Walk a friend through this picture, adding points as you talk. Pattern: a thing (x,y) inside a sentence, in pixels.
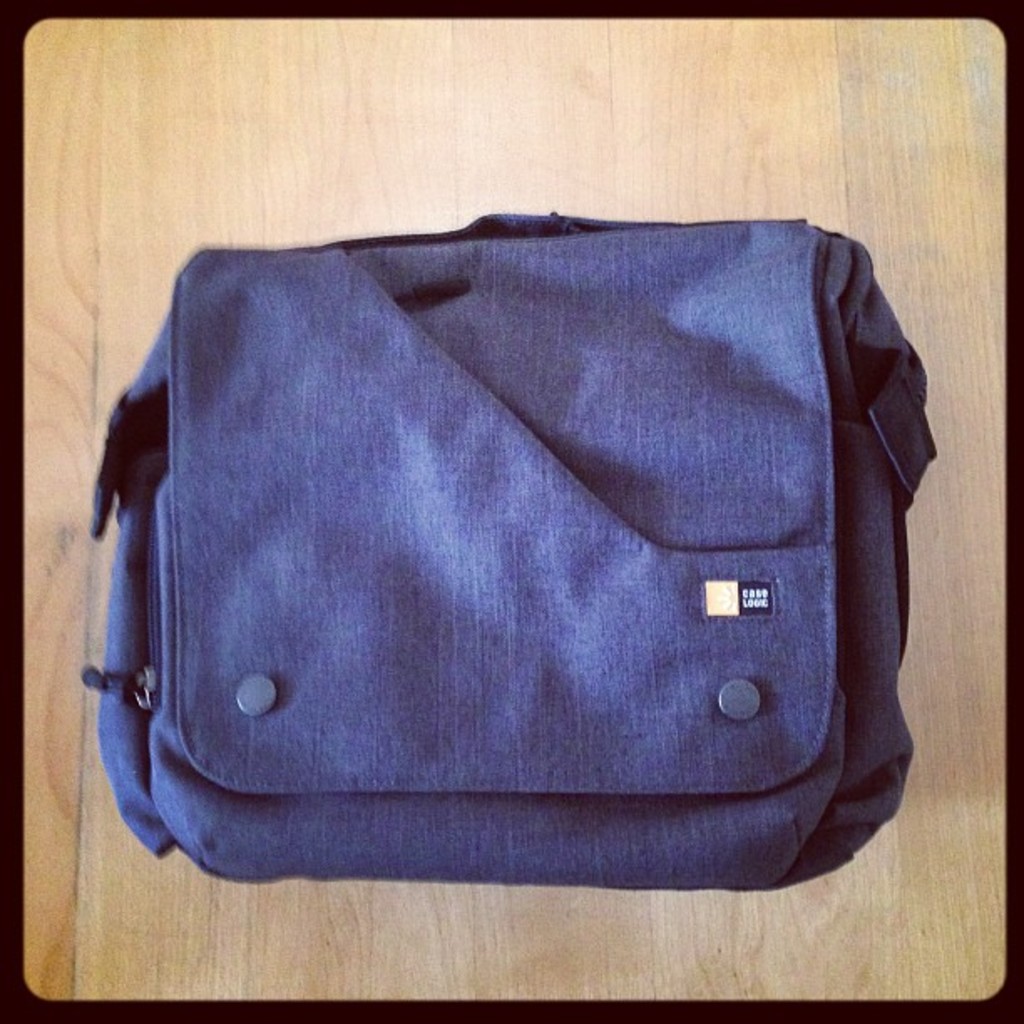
In this image, There is a table (530,990) which is in yellow color and on that table (202,216) there is a bag (721,812) which is in blue color.
